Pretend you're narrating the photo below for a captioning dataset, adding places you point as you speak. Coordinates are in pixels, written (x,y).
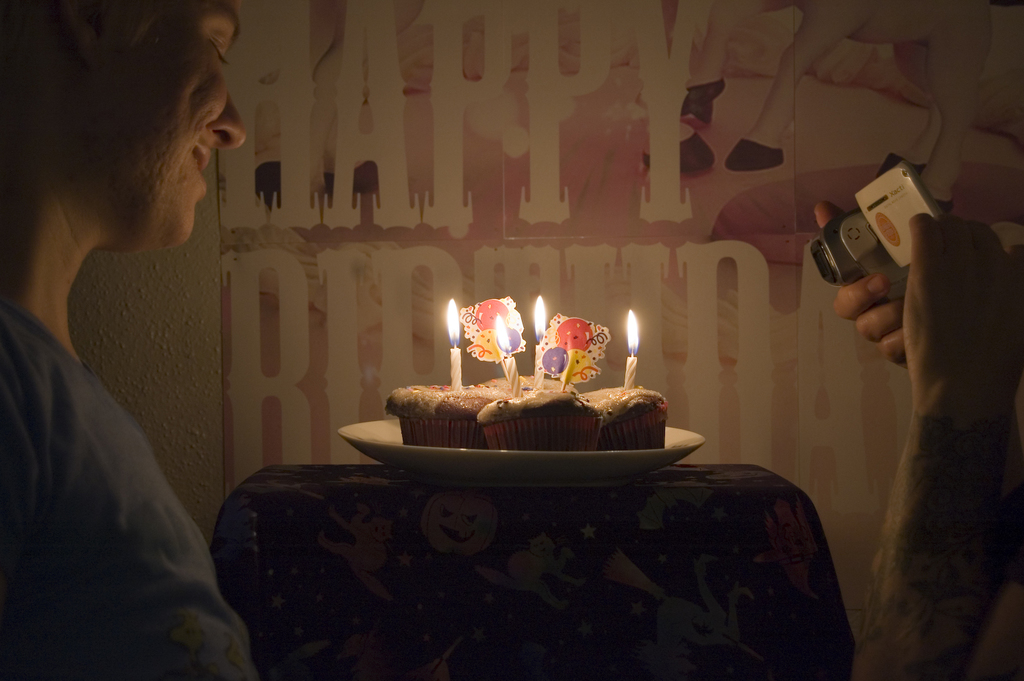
In this image, I can see the cupcakes (499,395) with candles (514,371) on a plate (451,453), which is placed on an object (417,505). On the left side of the image (179,599), I can see a person (105,412). On the right side of the image (918,554), I can see a person's hand (946,334) holding a camera (852,256). In the background (413,252), this is a poster (369,259) attached to the wall (172,320).
